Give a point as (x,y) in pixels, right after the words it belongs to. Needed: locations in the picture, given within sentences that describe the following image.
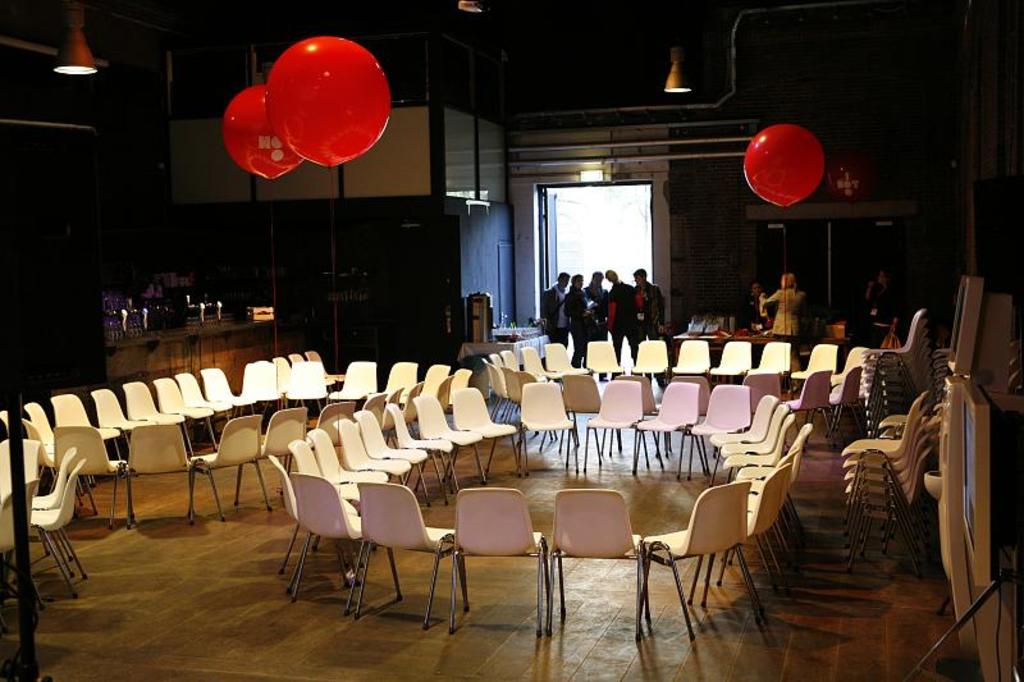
There are chairs (480,549) placed in circular pattern. In the background (554,288) there are few people (569,340) at the entry door (553,201), balloons (360,130), lights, wall (461,215), doors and poles (570,146).
